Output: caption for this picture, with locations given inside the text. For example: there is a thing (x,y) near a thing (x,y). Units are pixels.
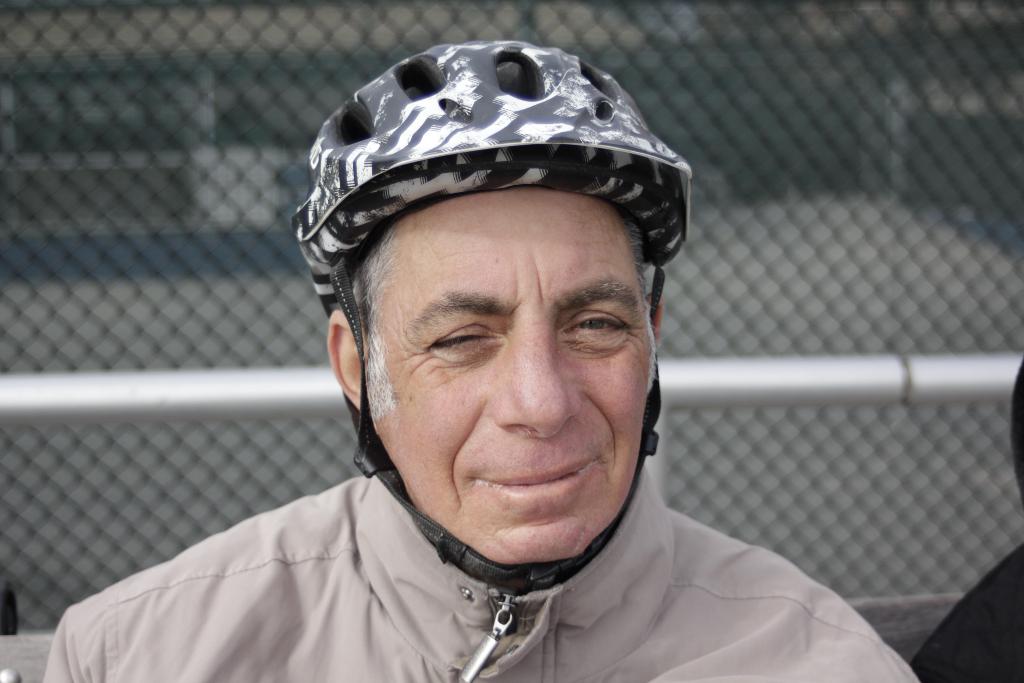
In this picture we can see a person (729,651) in the front (478,234), this person (473,276) is wearing a helmet (443,178), in the background (720,385) we can see a metal rod (743,384) and wire mesh (756,101).
